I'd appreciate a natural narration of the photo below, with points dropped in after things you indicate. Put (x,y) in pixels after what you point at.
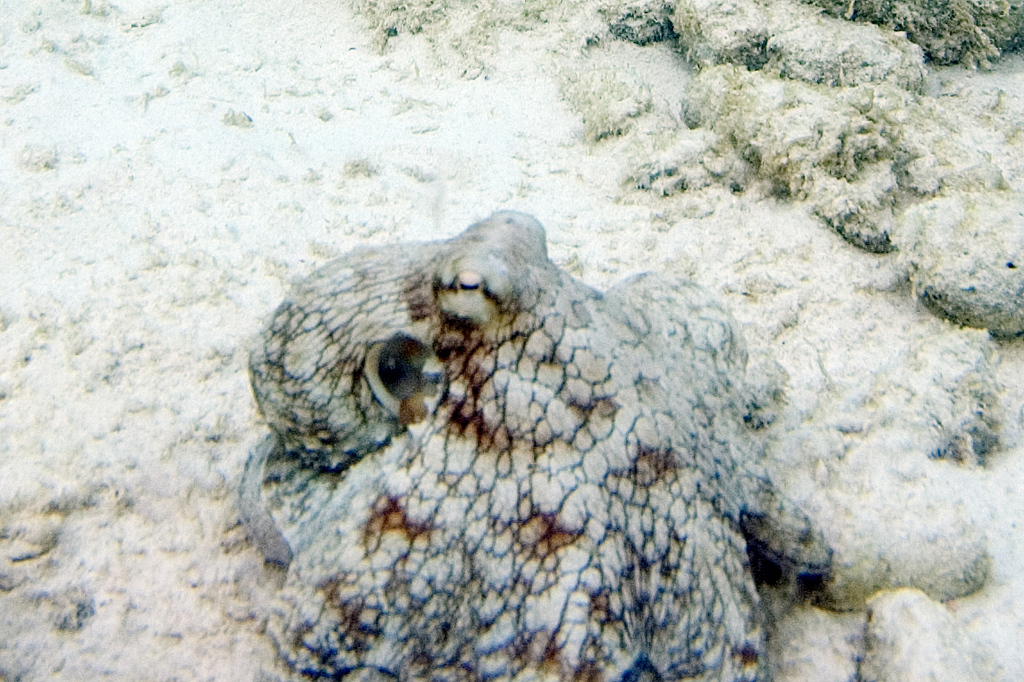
There is an aquatic animal (606,482) present at the bottom of this image (526,494).
